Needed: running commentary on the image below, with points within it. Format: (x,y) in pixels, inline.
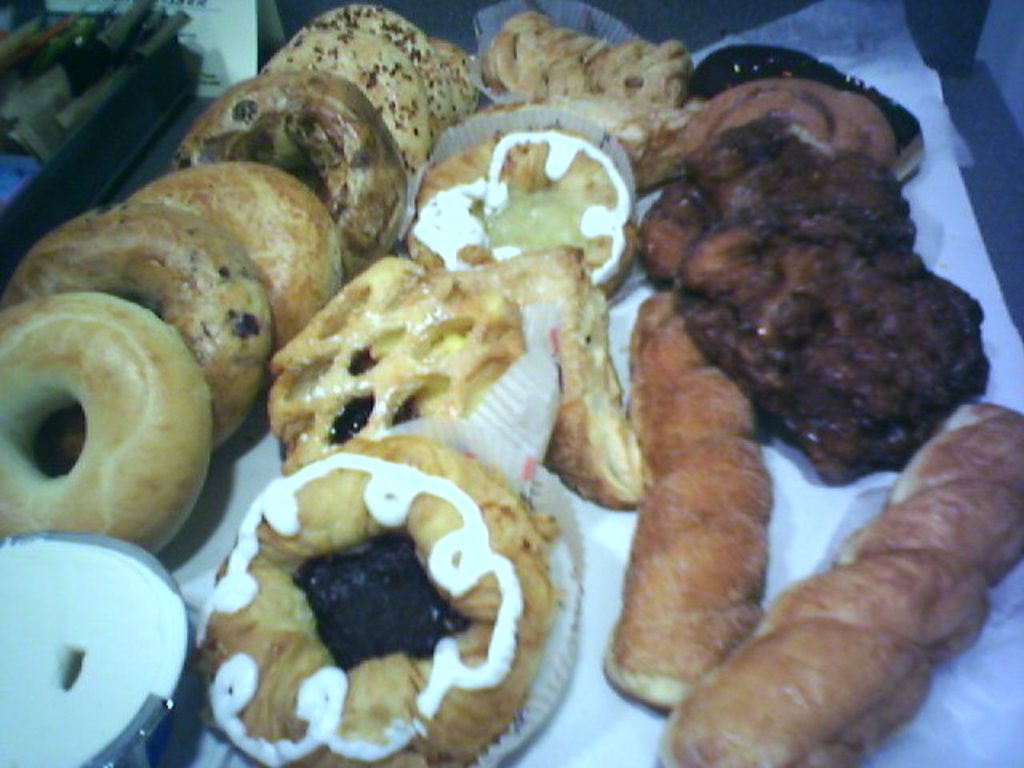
In this picture we can see doughnuts (344,417) of different types and twisted doughnuts (698,479) placed on the tissue paper (946,192) and some doughnuts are placed on the wrappers (535,434) with cream (394,499) over it and left side (107,28) we can see some tools (99,42) placed on the tray (88,158) and a card (204,43).
